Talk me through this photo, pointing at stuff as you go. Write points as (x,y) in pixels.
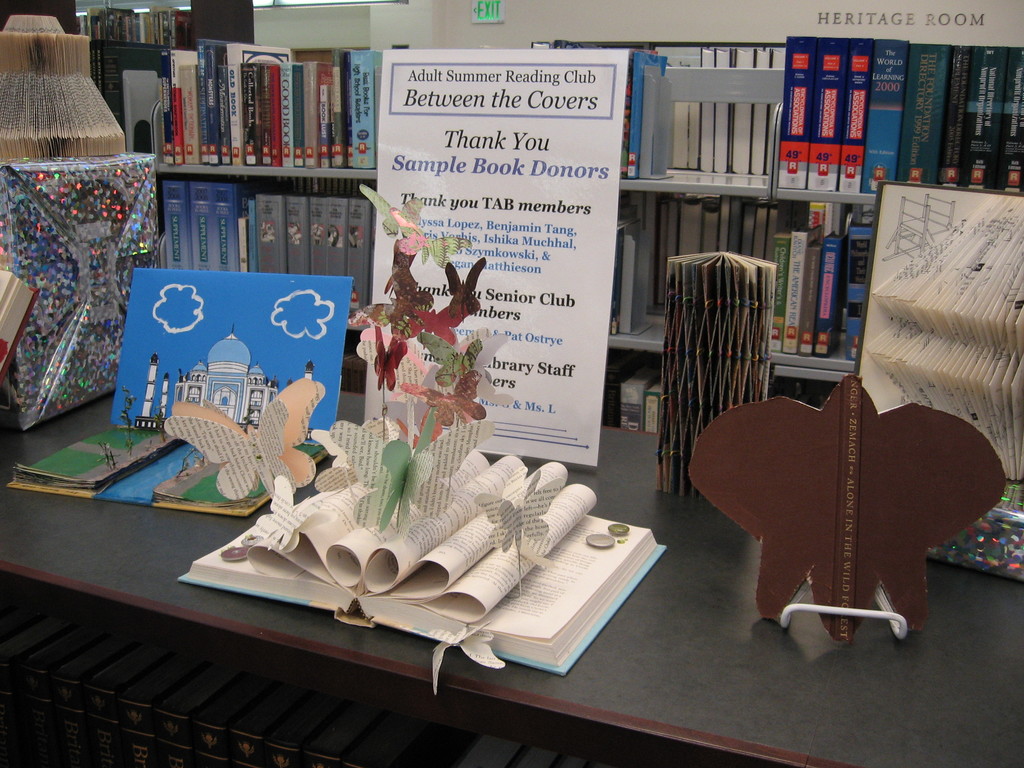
In this picture I can see books (752,527), a paper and there are some other items (92,281) on the table (965,680), and in the background (799,57) there are so many books (301,100) arranged in an order in the racks (744,198).
